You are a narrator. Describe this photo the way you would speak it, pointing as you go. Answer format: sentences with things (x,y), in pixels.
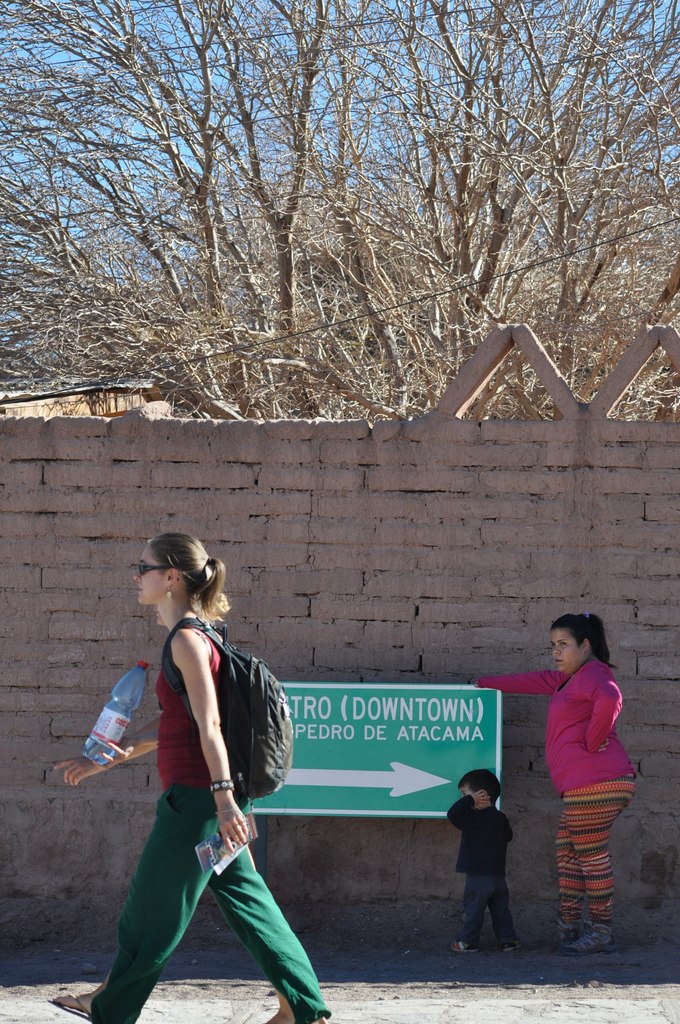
Here we can see two women (298,1004) and a kid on the road (468,992). This is wall (423,657) and there is a board (417,780). Here we can see a bottle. In the background (267,362) there are trees (367,254) and this is sky (173,45).
